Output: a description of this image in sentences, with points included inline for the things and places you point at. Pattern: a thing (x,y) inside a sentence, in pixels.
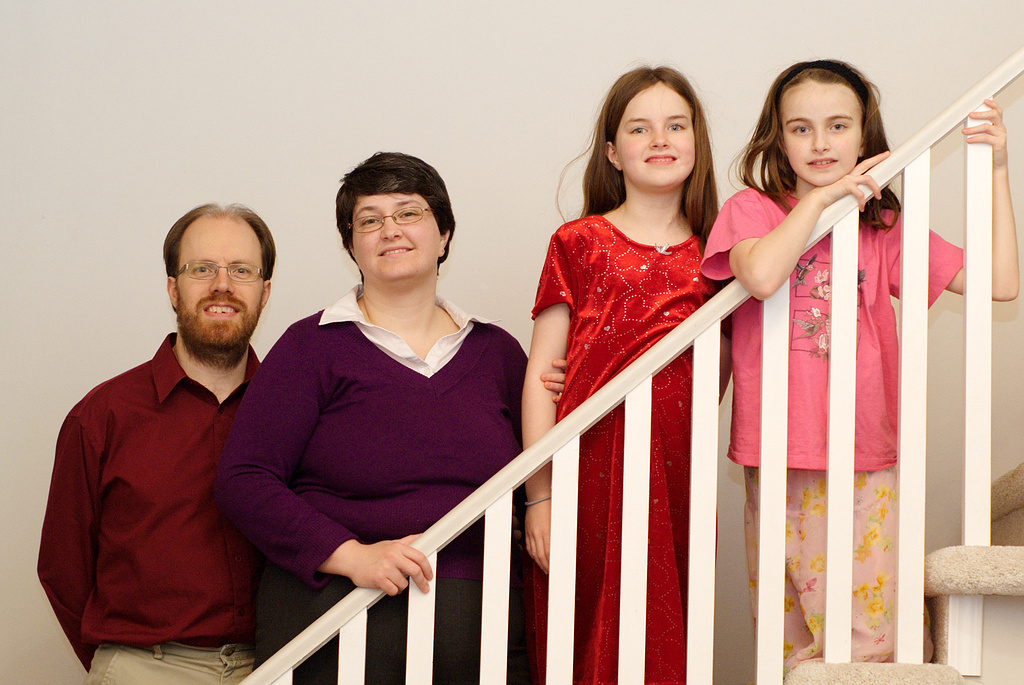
In this picture we can see four persons (295,370) standing on the staircase (836,398). Behind the four persons (377,305), there is a wall (714,143).
